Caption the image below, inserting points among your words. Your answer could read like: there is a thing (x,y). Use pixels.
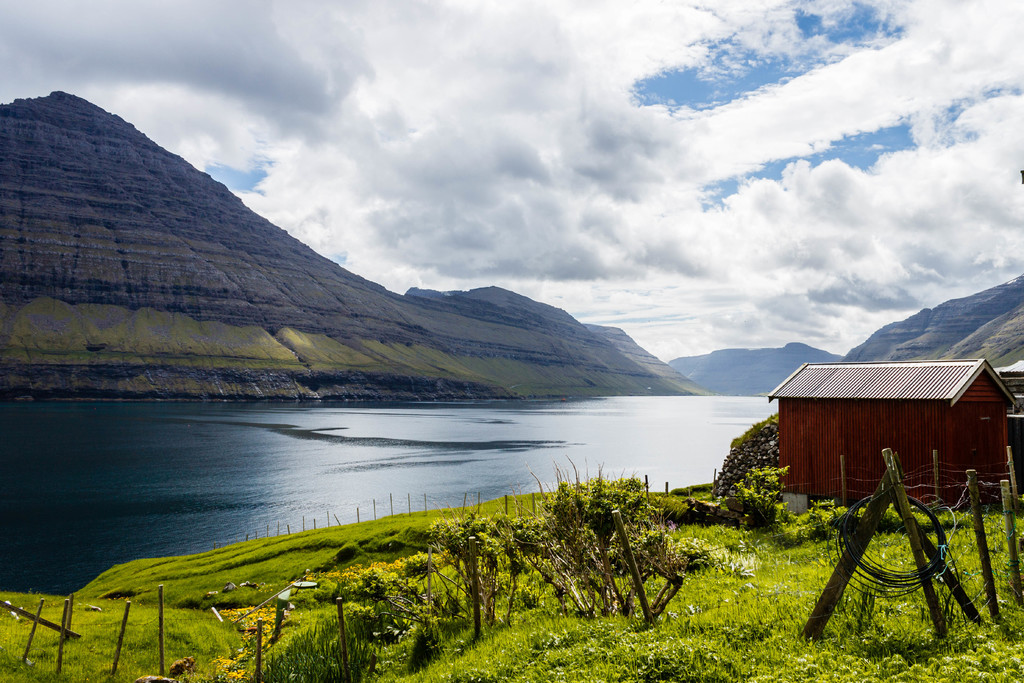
In the center of the image (574,412) there is a river (573,444). At the bottom (560,606) there is grass (718,592). On the right (907,468) we can see a shed (858,435). There are wires (894,577) and we can see a fence (1013,529). In the background (778,297) there are hills (480,305) and sky (509,265).
